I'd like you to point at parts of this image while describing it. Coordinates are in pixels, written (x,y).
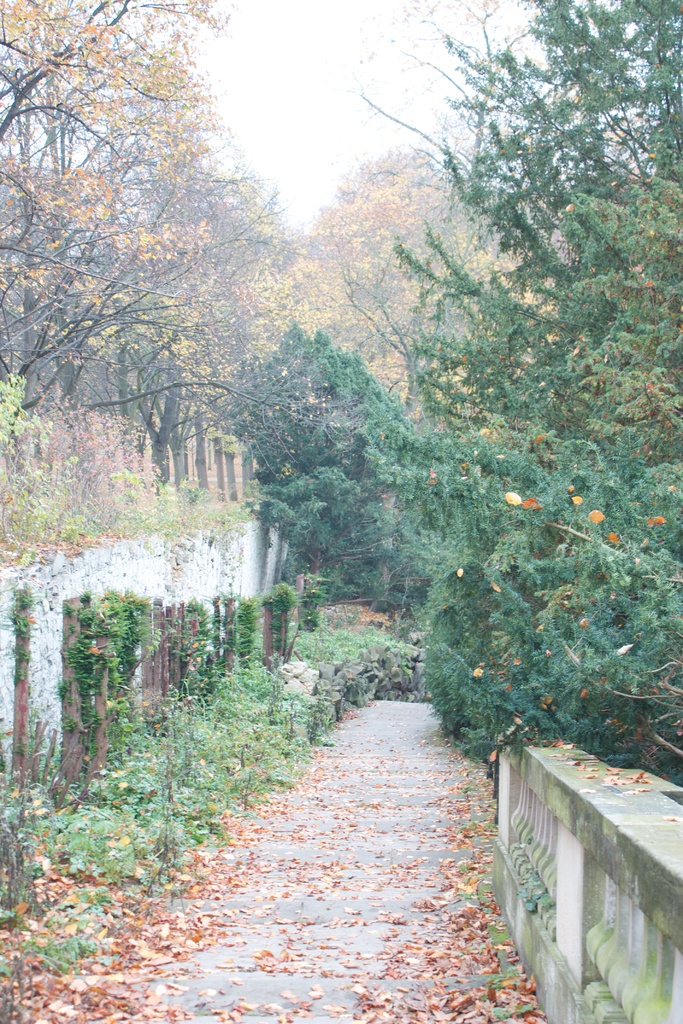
In this image we can see road (333,982), walls (350,707), plants (247,629), dried leaves (505,990), and trees (329,433). In the background (528,14) there is sky (423,131).
